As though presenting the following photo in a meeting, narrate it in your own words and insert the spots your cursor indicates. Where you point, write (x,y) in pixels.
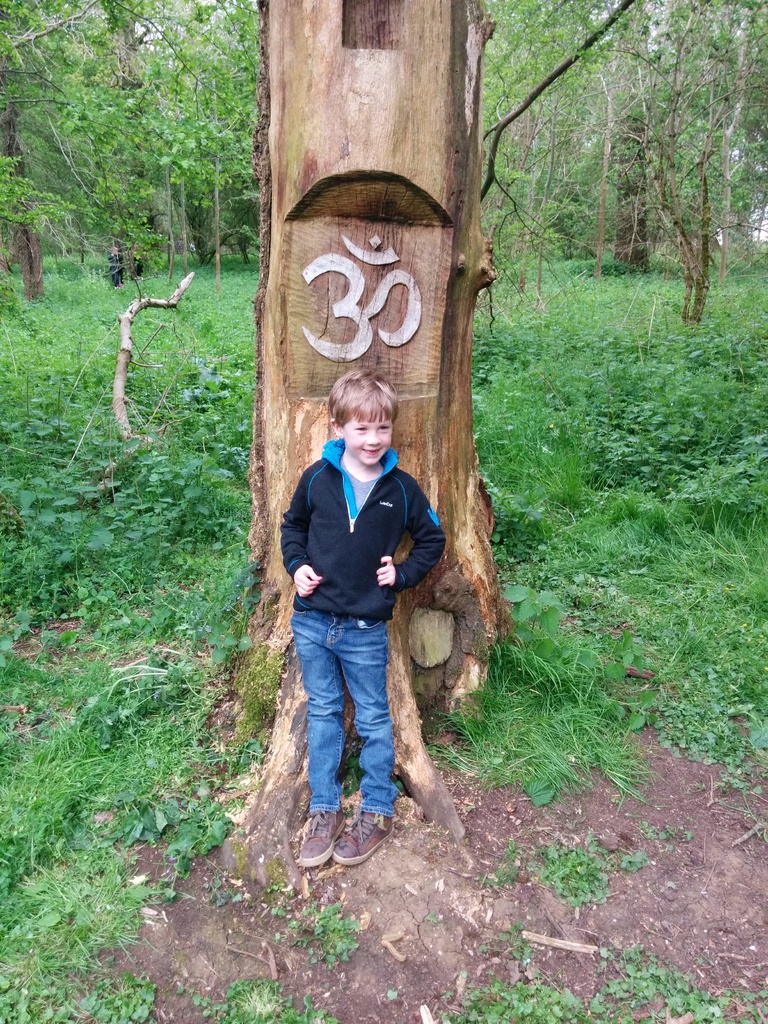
In this picture we can see a boy (297,546) standing on the ground (565,839) and smiling, grass (669,450) and a symbol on a tree trunk (291,275) and in the background (204,93) we can see some people (121,274) and trees (117,237).
